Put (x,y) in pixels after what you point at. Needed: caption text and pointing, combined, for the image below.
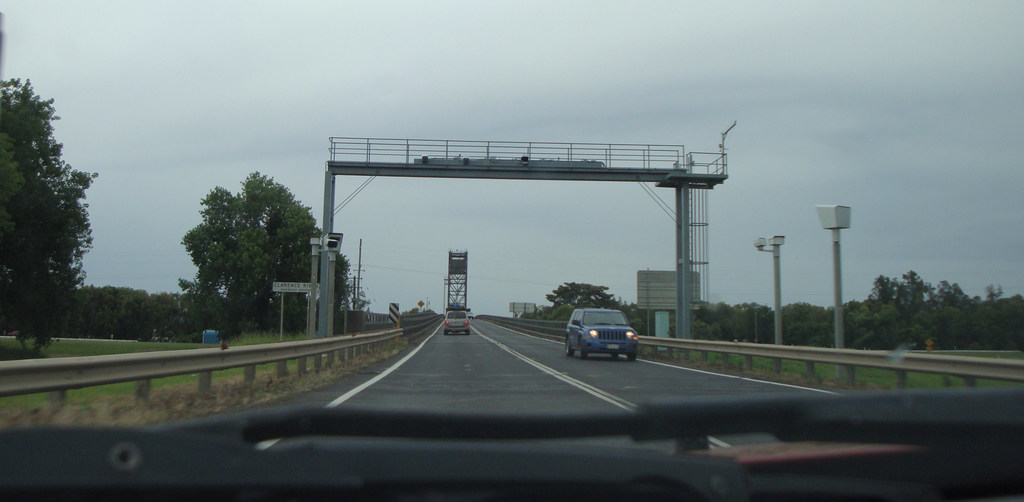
This picture is taken from a vehicle's windshield (541,271), I can see couple of cars (583,314) on the road (521,371) and It looks like a bridge (557,167) and few trees (307,251) on the left (14,118) and right side of the picture (915,312) and I can see cameras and a board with some text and I can see a blue cloudy sky (750,123).
